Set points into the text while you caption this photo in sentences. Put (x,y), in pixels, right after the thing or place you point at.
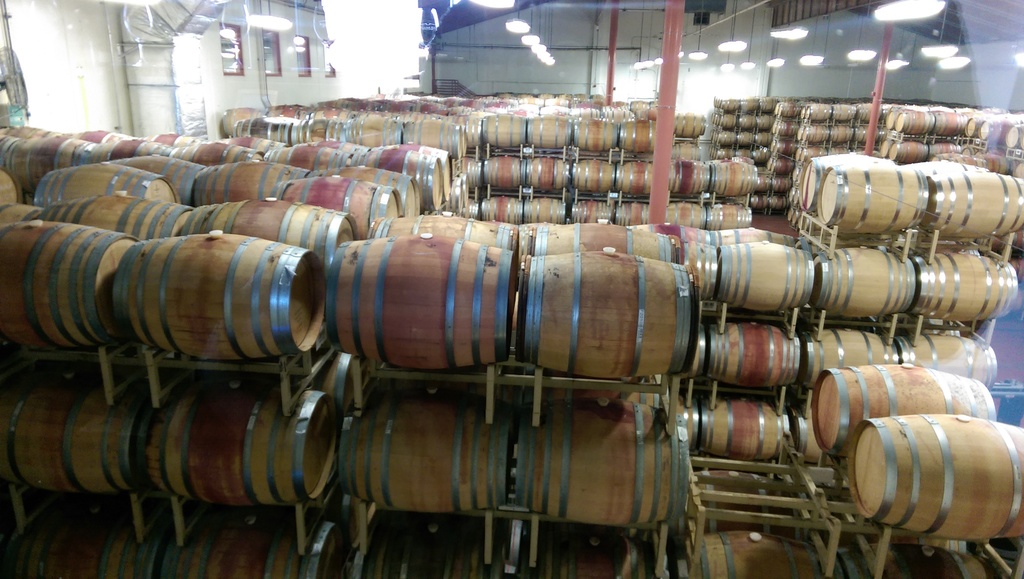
In the picture we can see a shed room (1008,342) in that we can see number of drums (127,166) are placed on the stands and in the background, we can see some poles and to the ceiling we can see some lights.
